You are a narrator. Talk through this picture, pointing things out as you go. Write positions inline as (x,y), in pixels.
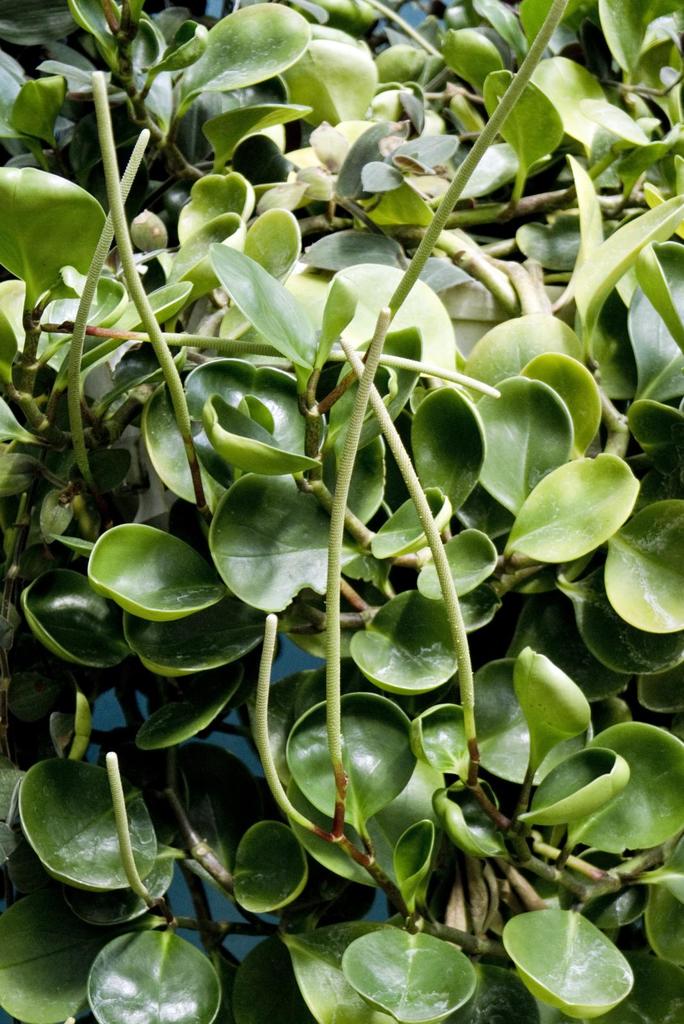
In this image there is a plant (314,725).
